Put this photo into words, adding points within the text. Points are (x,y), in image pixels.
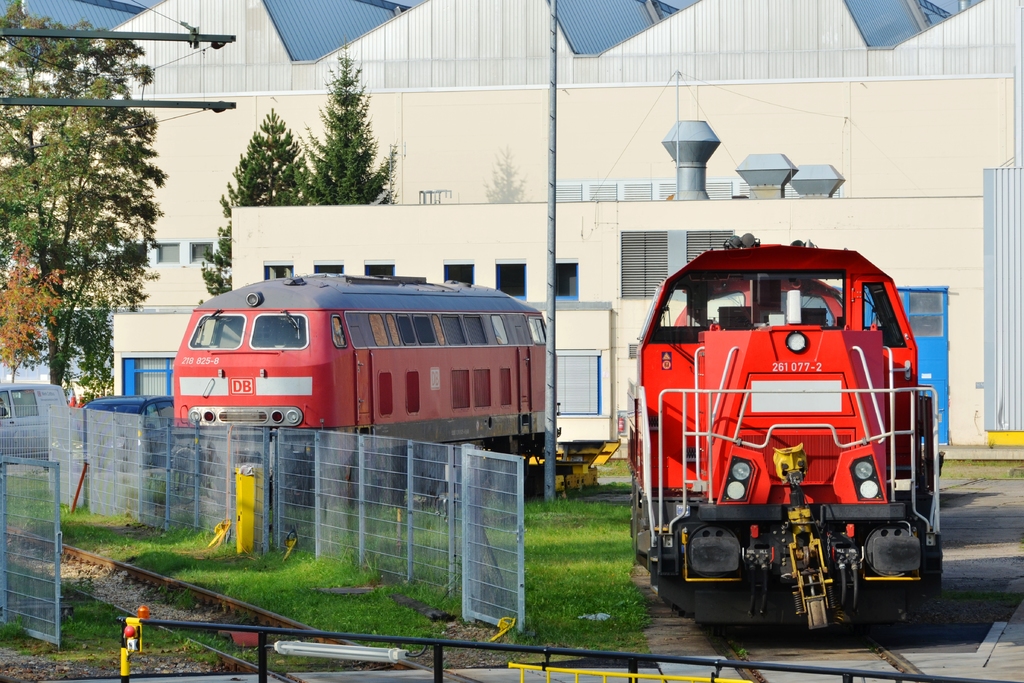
IN this image there are vehicles (646,480) on the road (690,622). In front of the vehicles (675,544) there is a metal fencing (341,524). At the background (358,176) there are trees (12,143) and buildings (681,114).
